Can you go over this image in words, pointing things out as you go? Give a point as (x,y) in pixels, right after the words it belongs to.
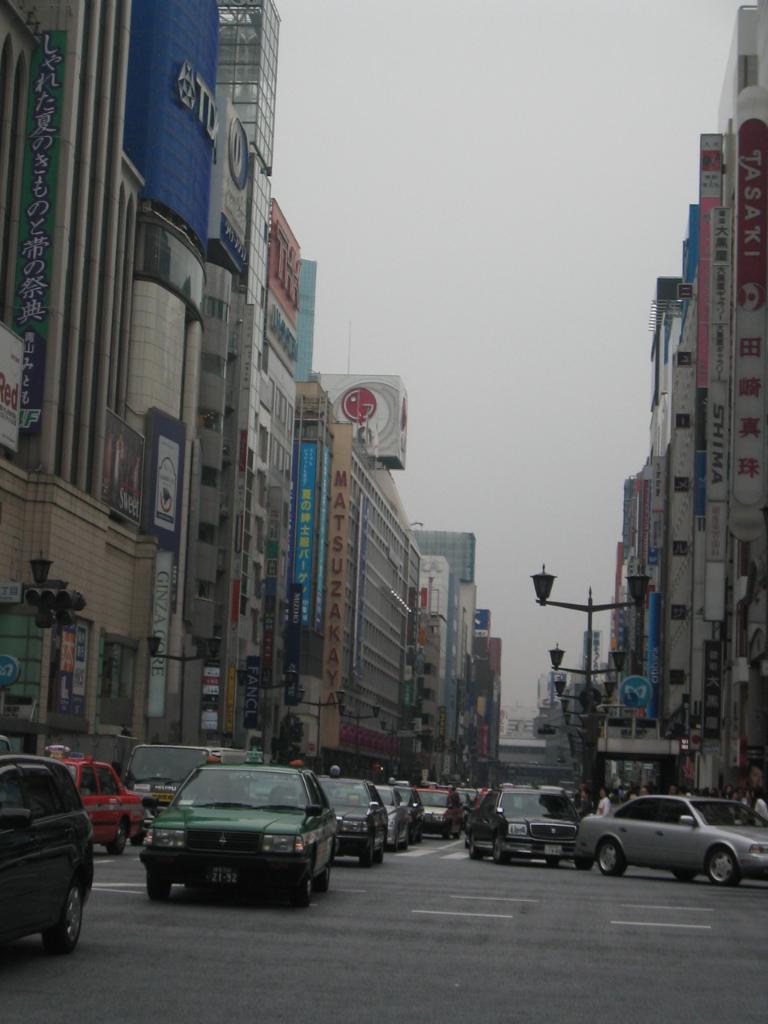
In the center of the image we can see vehicles (366,854) on the road (460,895). On the right side of the image (628,636) we can see light poles (583,676), buildings (700,641) and persons (718,792). On the left side of the road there are buildings (321,619) and light poles (182,711). In the background (384,161) there is a sky (339,166).
